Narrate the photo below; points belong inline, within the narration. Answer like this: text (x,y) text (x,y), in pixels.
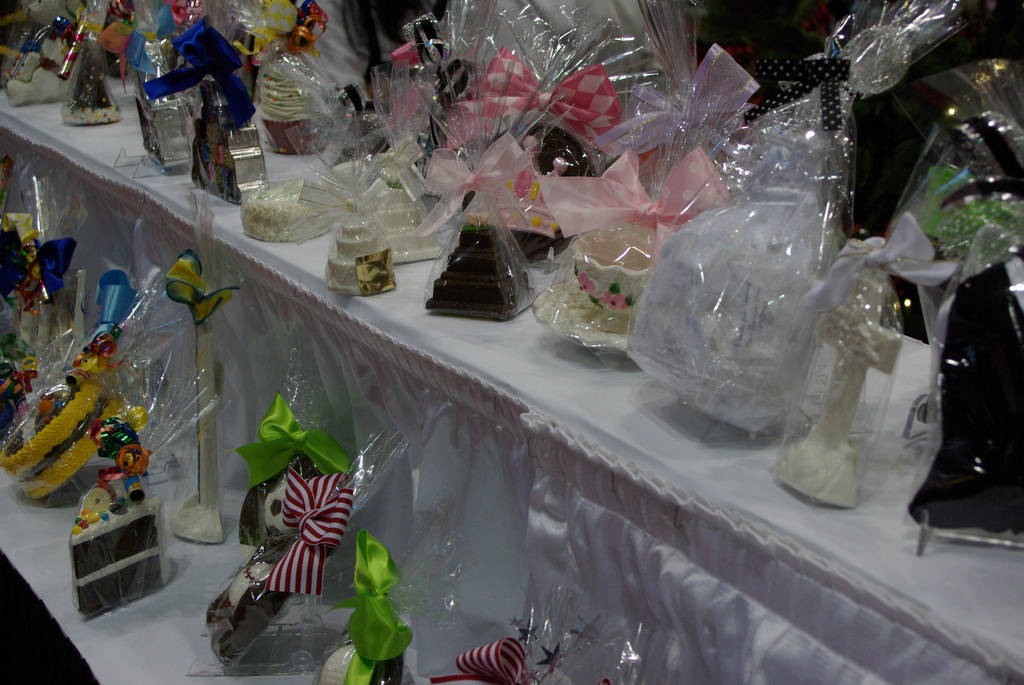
In this image, we can see different types of figurines (250,533) are packed and placed on the stand (395,500).
